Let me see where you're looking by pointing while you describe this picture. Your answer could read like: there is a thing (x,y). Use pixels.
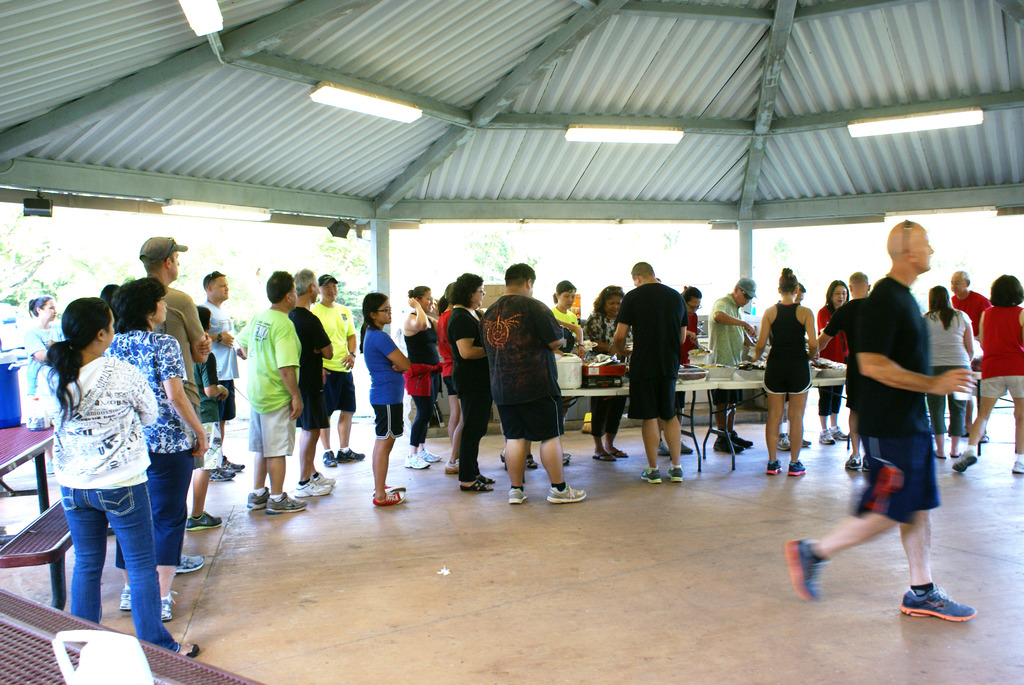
In the image we can see there are many people (292,382) around wearing clothes (274,415), shoes (310,488) and some of them are wearing cap (158,253). Here we can see, benches (33,560), floor (40,585), and a pole house (481,105). We can even see there are lights (881,129) and food item (698,366).
